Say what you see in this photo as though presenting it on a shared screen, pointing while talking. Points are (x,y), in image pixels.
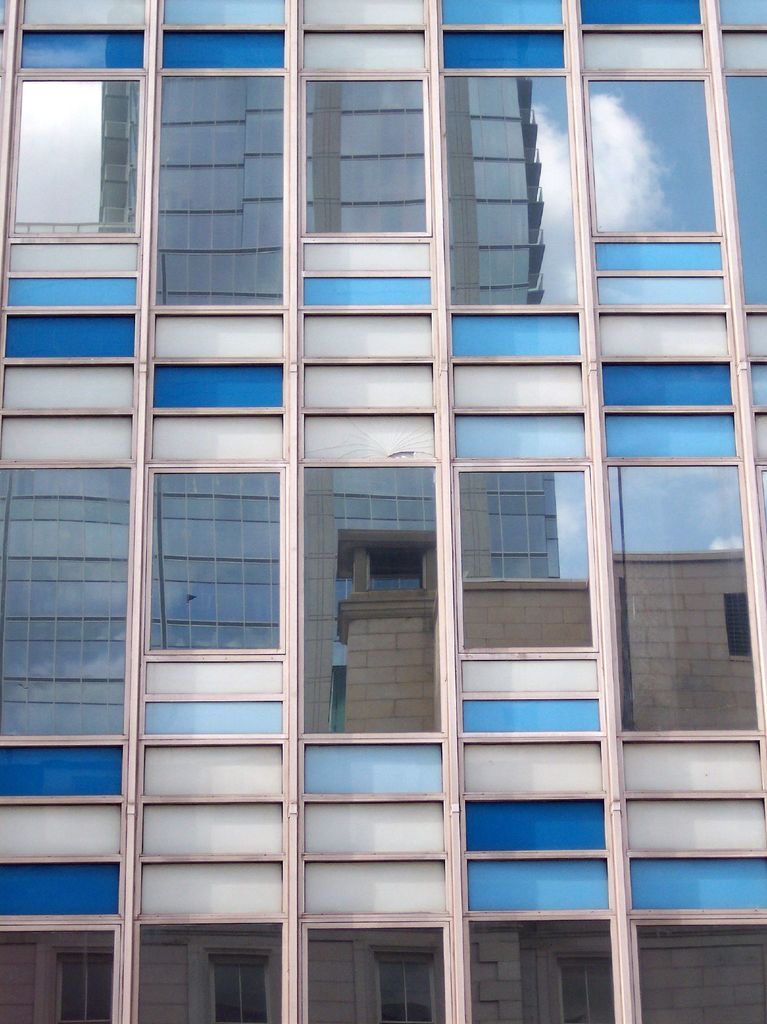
In this image I can see the building (294,472) which is in white and blue color. I can also see the glasses (374,649) to the building (489,791). Through the glass (320,624) I can see an another building (635,579), clouds (624,202) and the sky (634,524).
